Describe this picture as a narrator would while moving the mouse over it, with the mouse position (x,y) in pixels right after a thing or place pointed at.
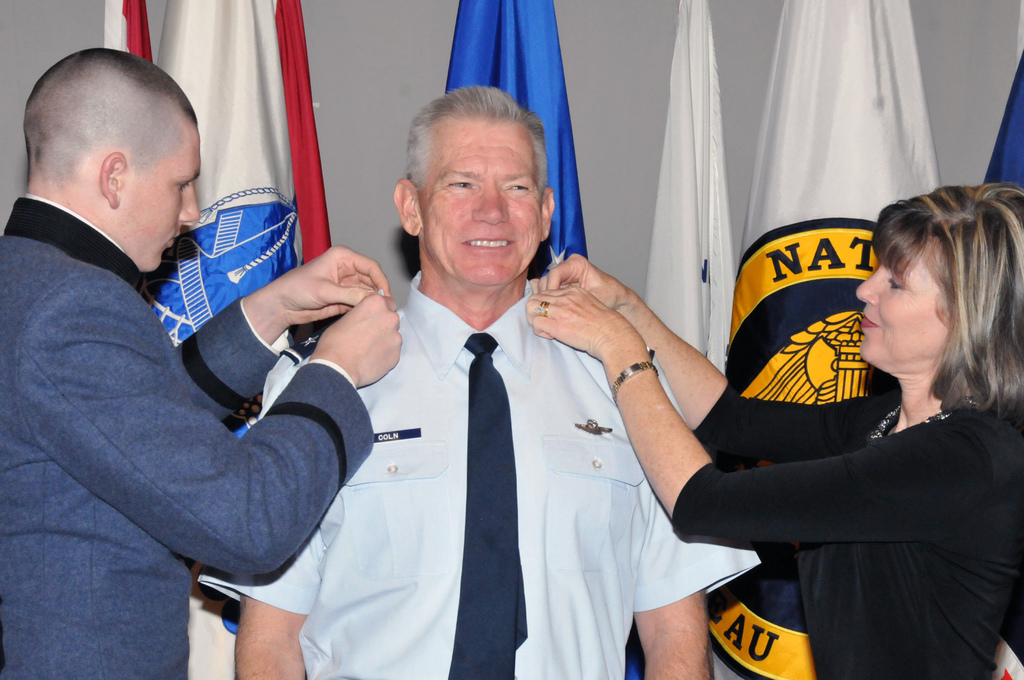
In the image there is an old man (511,390) in white shirt (457,453) and tie (491,422) standing in the middle (461,419) with a man (107,77) and a woman (893,453) standing on either side of him fixing his shirt (515,331) and behind them there are flags (669,156) in front of the wall (332,92).
